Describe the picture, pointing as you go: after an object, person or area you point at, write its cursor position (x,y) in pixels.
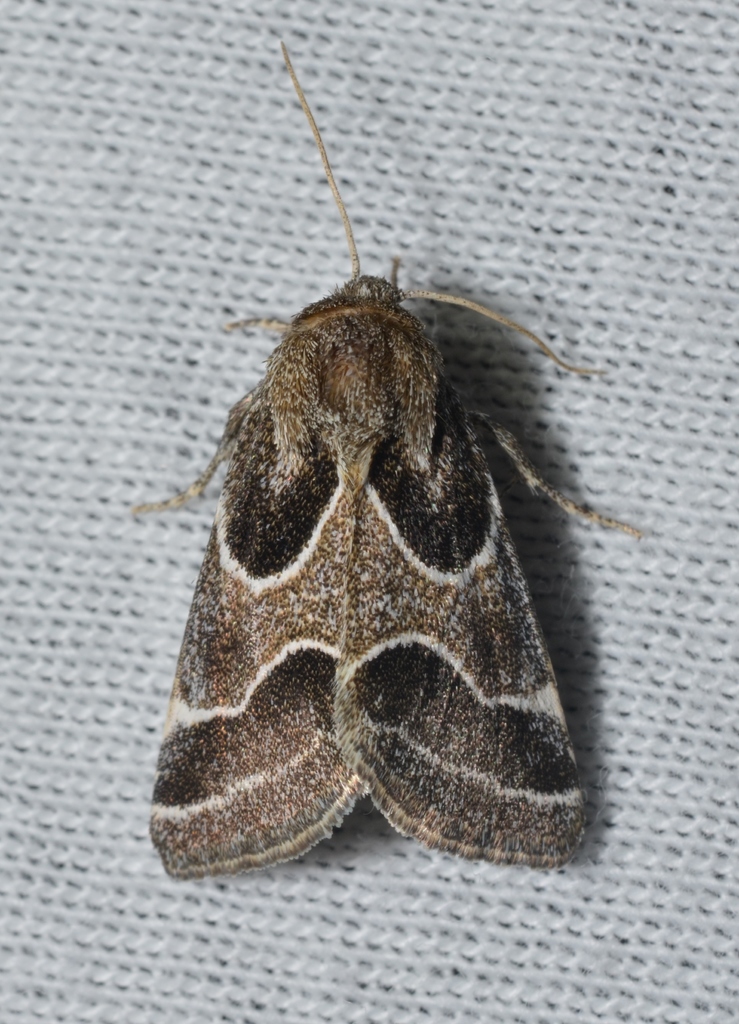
In this picture I can see a Insect (270,527) and I can see a white color background (42,865).
